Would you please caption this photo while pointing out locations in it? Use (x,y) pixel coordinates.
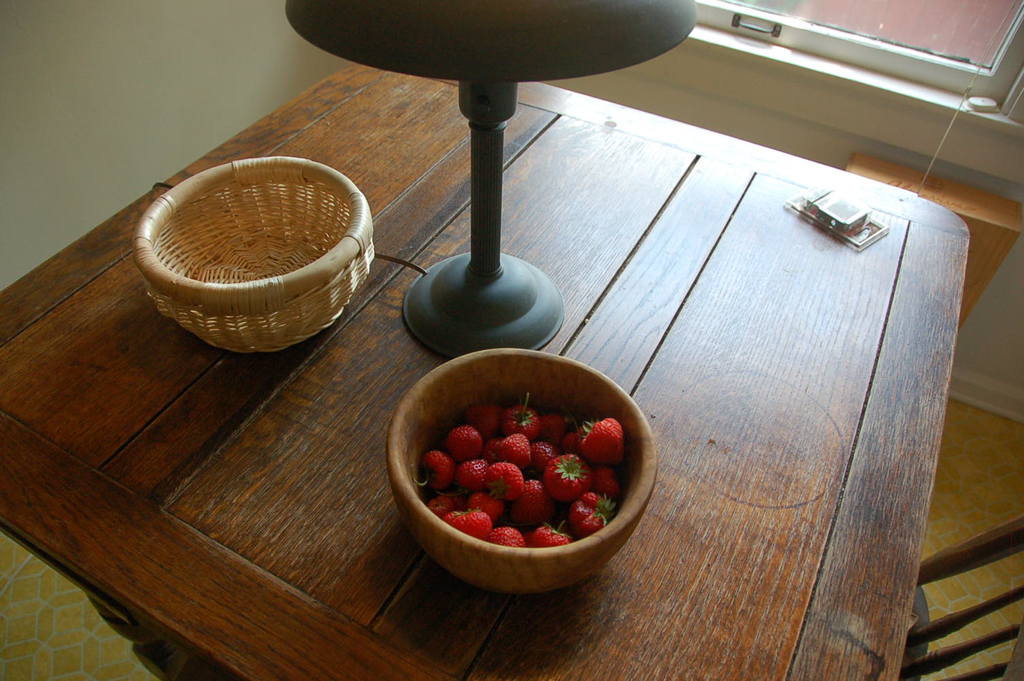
In this image there is an empty bowl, there is another bowl (446,398) of strawberries (487,422), a lamp (459,305) and an object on the table (163,477), and in the background (146,150) there is a wall (250,88), a chair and a window (854,62).
